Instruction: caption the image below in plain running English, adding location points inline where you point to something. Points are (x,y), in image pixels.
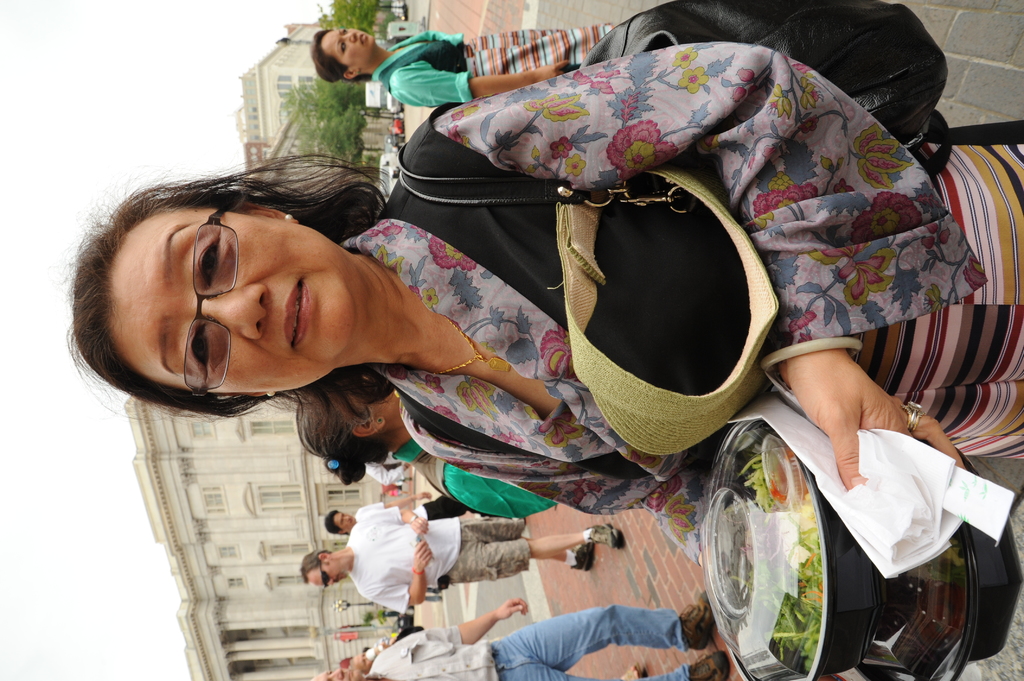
In this image there is one women (604,349) standing in middle of this image (584,345) and holding a food containers (784,526). There are some persons (423,54) behind to this woman (479,345). As we can see there are some buildings (254,459) in the background (246,472). There is a sky (110,150) on the left side of this image (58,121).
